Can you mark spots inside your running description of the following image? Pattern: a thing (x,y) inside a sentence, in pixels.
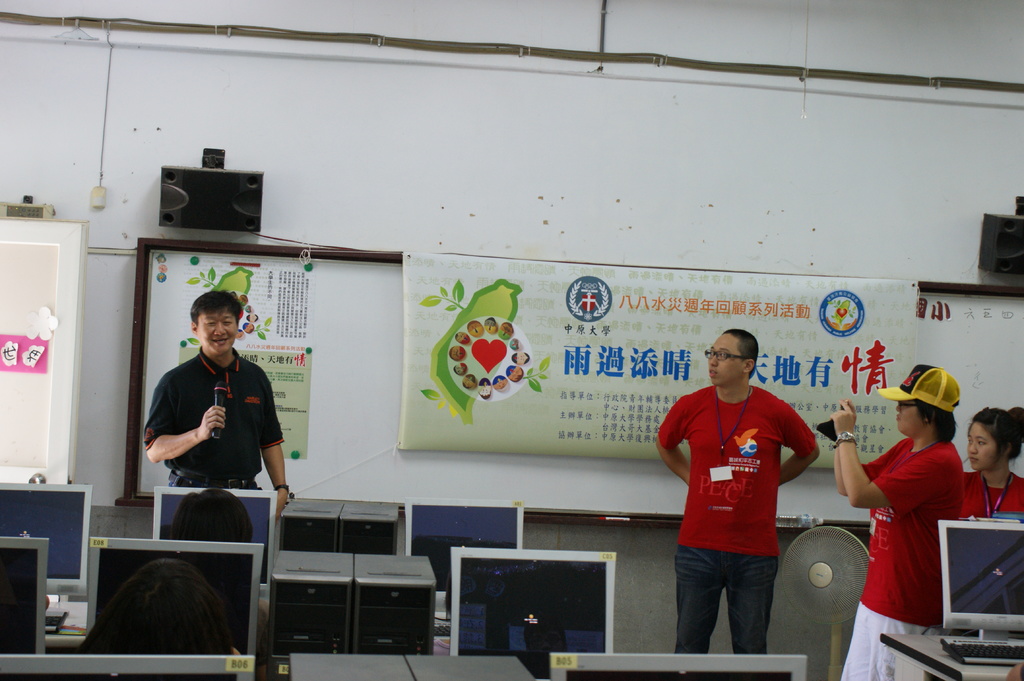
In this image there are two men (680,419) and two women (883,485) are standing. The man (273,478) to the left (204,411) is holding a microphone (218,431) in his hand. The woman (917,425) to the right (929,502) is holding a mobile phone (825,431) in her hand (840,418). Behind them there is a whiteboard (373,289) on the wall (326,183). There are banners (300,328) on the wall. Above the board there are speakers (222,212) on the wall (951,241). To the left (25,290) there is a door (72,327) to the wall (92,304). At the bottom (297,527) there are computers (547,573).
